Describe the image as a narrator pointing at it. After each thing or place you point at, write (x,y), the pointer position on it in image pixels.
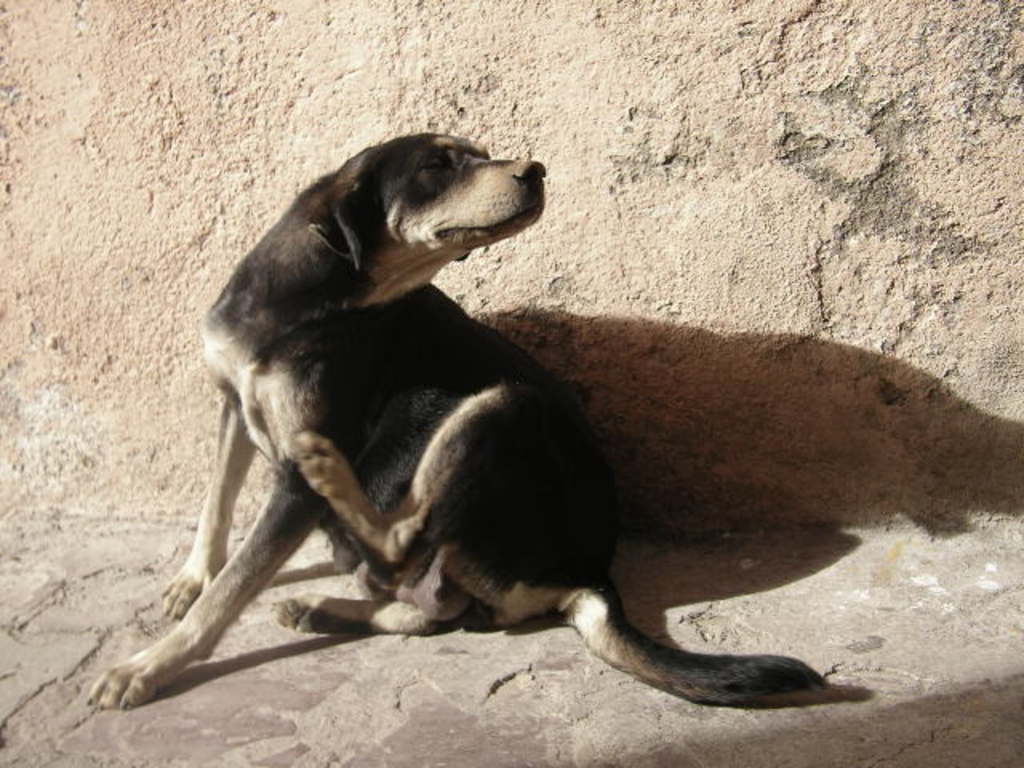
In this image I can see the dog (327,293) and the dog (336,341) is in black and brown color and I can see the brown color background (507,38).
